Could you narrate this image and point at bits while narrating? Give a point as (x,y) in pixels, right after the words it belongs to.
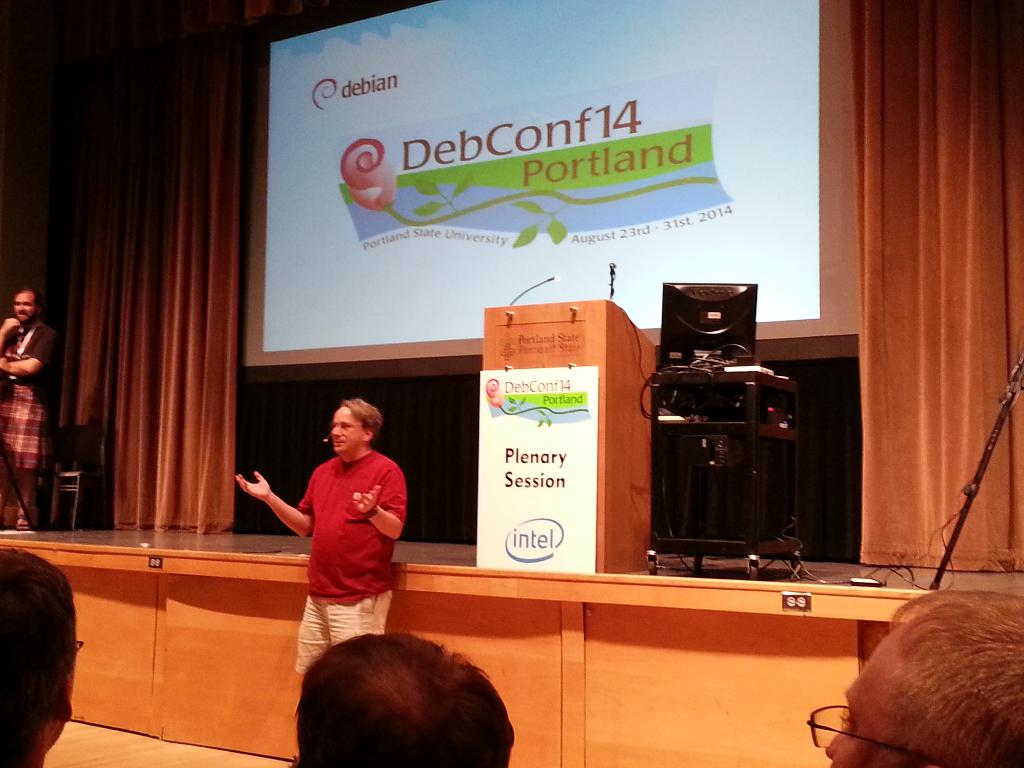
In this image I can see a person (351,544) wearing red and cream colored dress (338,581) is standing and I can see three persons heads (362,684). I can see the stage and on it I can see a podium (606,463), a table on which I can see a monitor (712,352) and few other objects (712,352) and a person (17,357) standing. In the background (97,341) I can see the curtains (149,369) and a screen (619,237).
